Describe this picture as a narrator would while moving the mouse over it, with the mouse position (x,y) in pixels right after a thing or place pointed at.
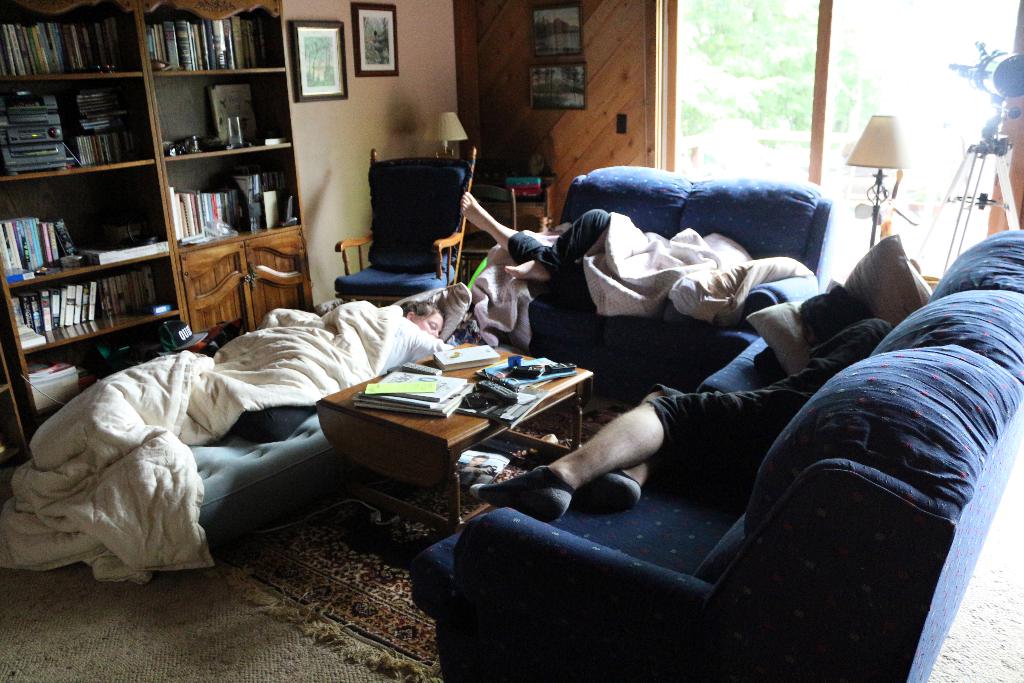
Here in this picture we can see three people (424,321) are sleeping on the sofas (736,367) and a mattress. The sofa (876,422) is of blue color. We can see a books cupboard (152,162). And a radio box (31,137). There is a door (233,266) to the cupboard (228,262). And we can see frames (375,49) to the wall (366,94). There is a lamp (447,135) on the table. And we can see a windows (779,94) in the background (799,92). And in the middle of the sofas (875,436) there is a table (401,445) with books (461,352) on it.
